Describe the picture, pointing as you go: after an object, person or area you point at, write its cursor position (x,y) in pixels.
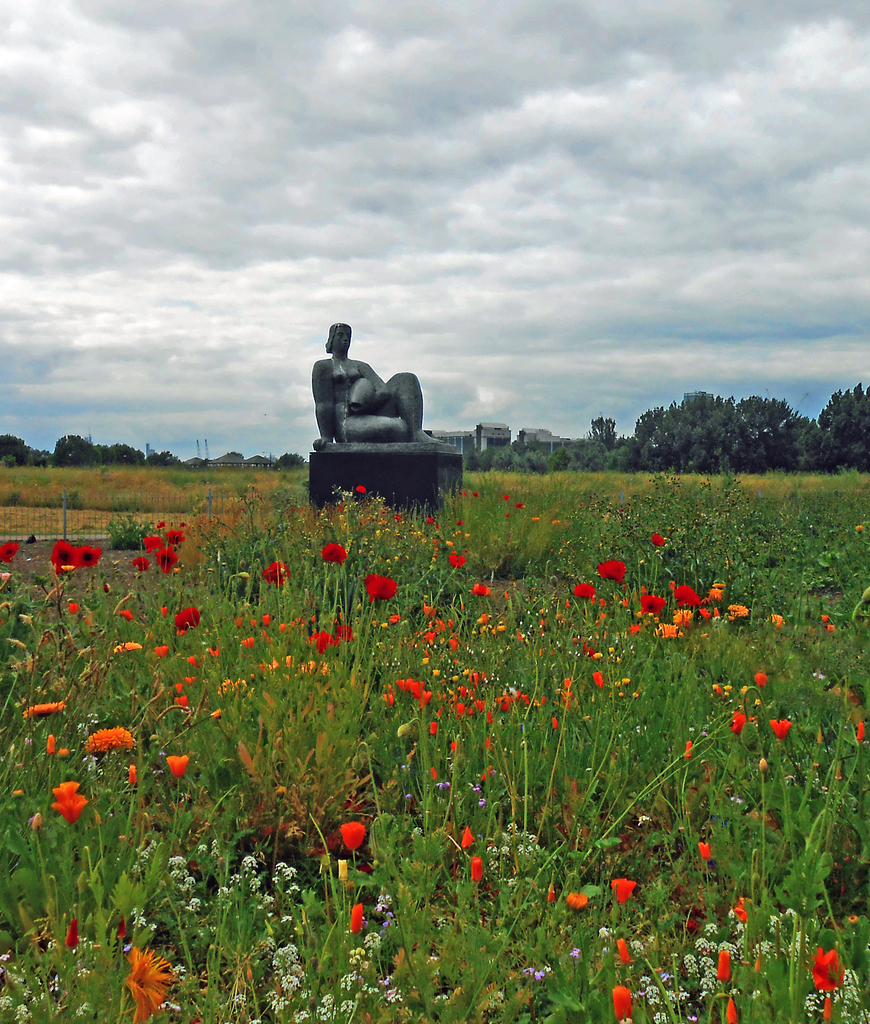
In this picture, we can see flower plants (348,656) and a statue (372,450) on a plinth (398,473) and behind the statue (317,379) there is a fence (158,506), building (559,437), trees (642,435) and a cloudy sky (369,303).
